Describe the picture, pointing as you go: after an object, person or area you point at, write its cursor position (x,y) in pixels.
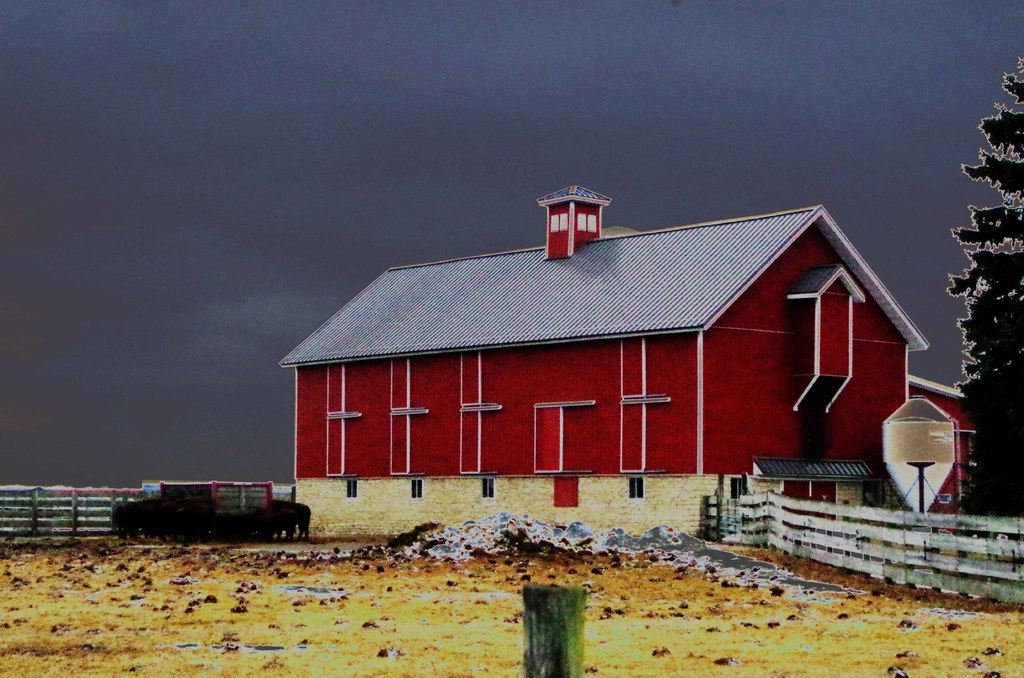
This image consists of a building (462,418) in the middle (645,350). It is in red color. There is a tree (1008,389) on the right side (989,126). There is sky (578,75) at the top (417,132). There is cattle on the left side (227,511).
